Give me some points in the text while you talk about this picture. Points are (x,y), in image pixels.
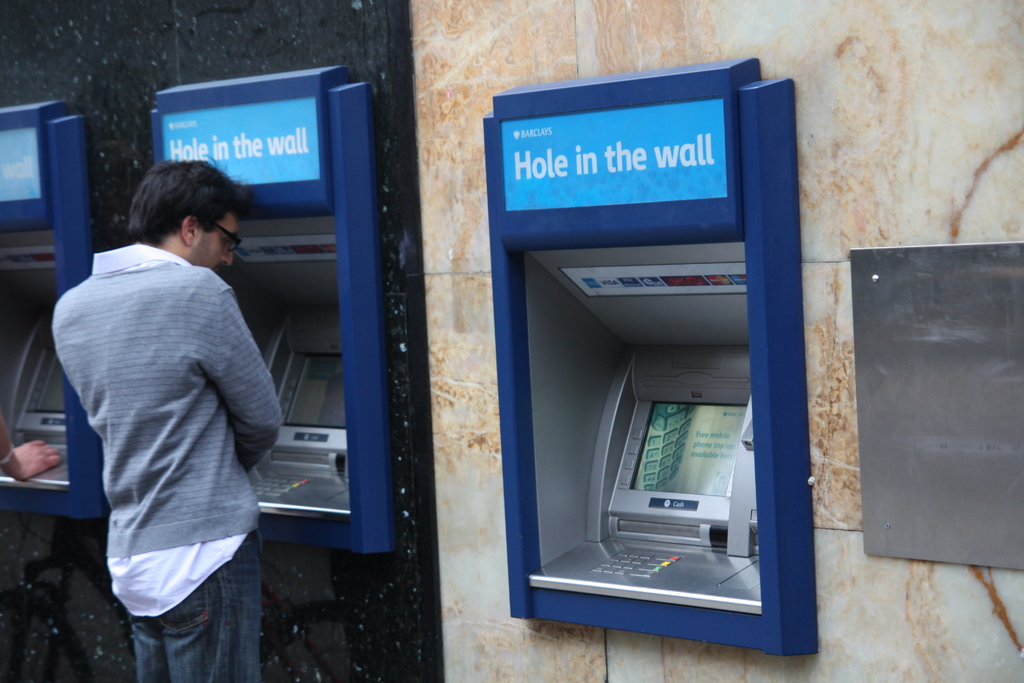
In this image we can see a person (217,517) wearing the grey t shirt (182,323) and spectacles (223,231) is standing in front of a machine (306,349). In the background (312,429), we can see the machines (725,519) and sign boards (613,154) with some text (593,158) on them and a metal sheet (974,359).
